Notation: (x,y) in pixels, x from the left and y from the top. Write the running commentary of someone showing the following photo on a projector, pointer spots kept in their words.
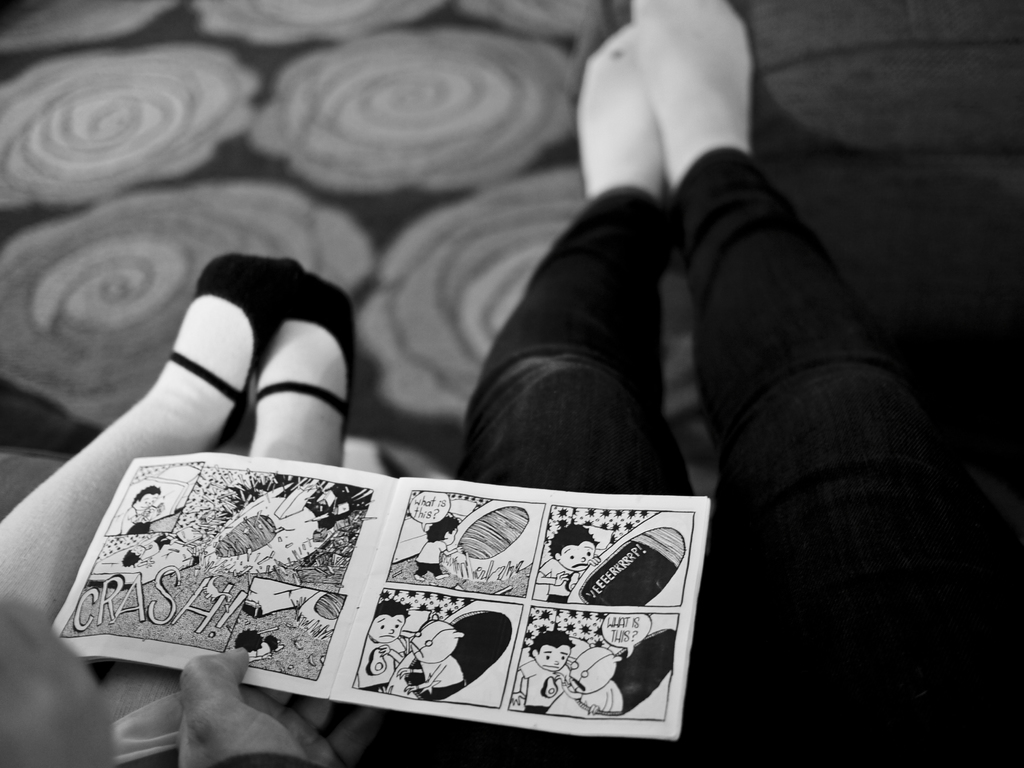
In the center of the image (515,323) we can see persons legs (520,360) are there. At the bottom of the image (454,662) we can see a card (395,618) is holding by a person (265,694). In the background of the image (350,148) floor (353,161) is there.
